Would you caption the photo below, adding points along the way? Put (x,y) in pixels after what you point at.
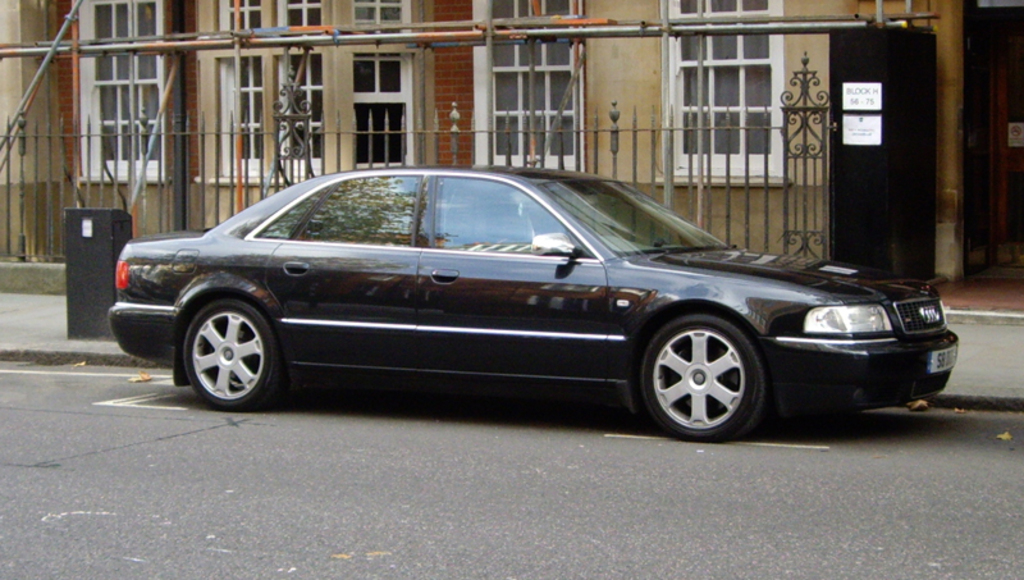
In this image we can see a motor vehicle (748,426) on the road (946,421), grills (820,121), building (748,61), paper (873,133) pasted on the door (876,180) and a bin (83,265).
